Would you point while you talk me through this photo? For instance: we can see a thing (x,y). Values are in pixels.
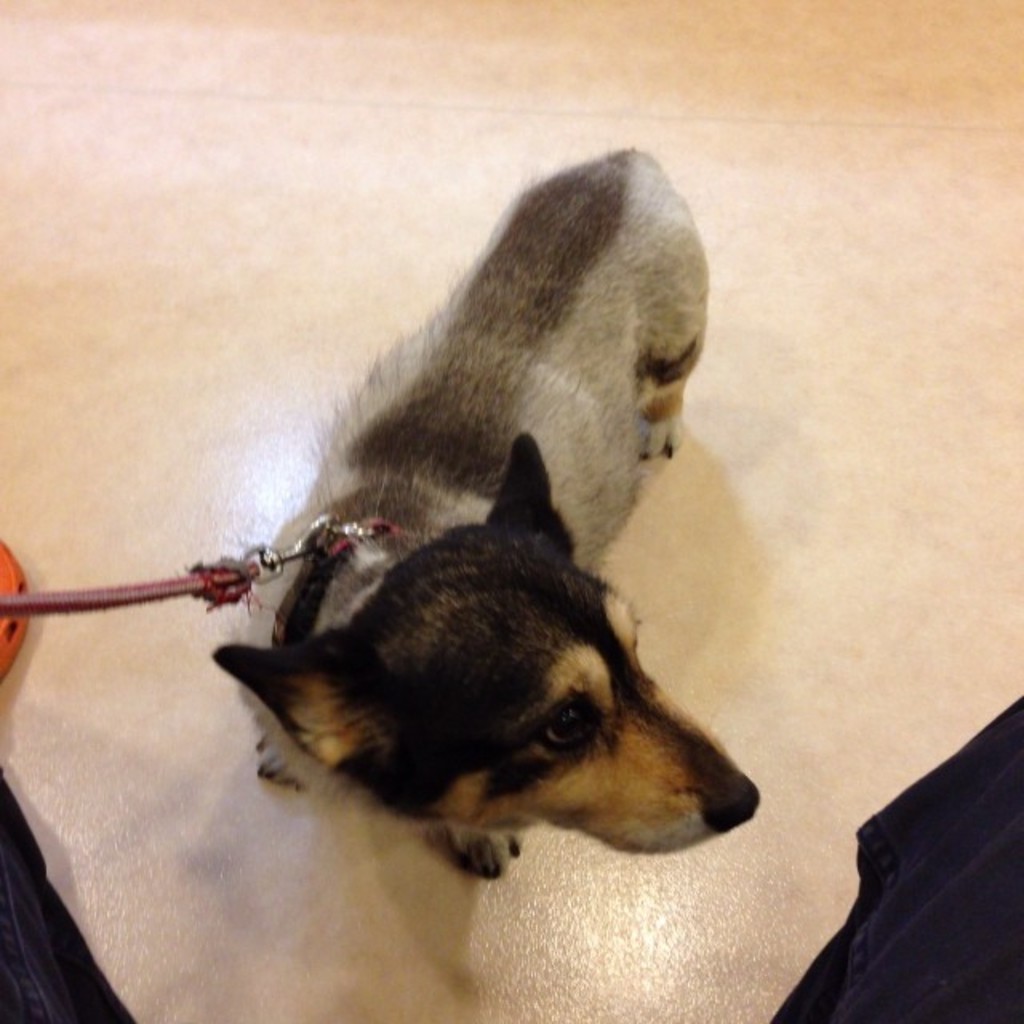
In this image we can see a dog (346,563) standing on the floor (282,301).
